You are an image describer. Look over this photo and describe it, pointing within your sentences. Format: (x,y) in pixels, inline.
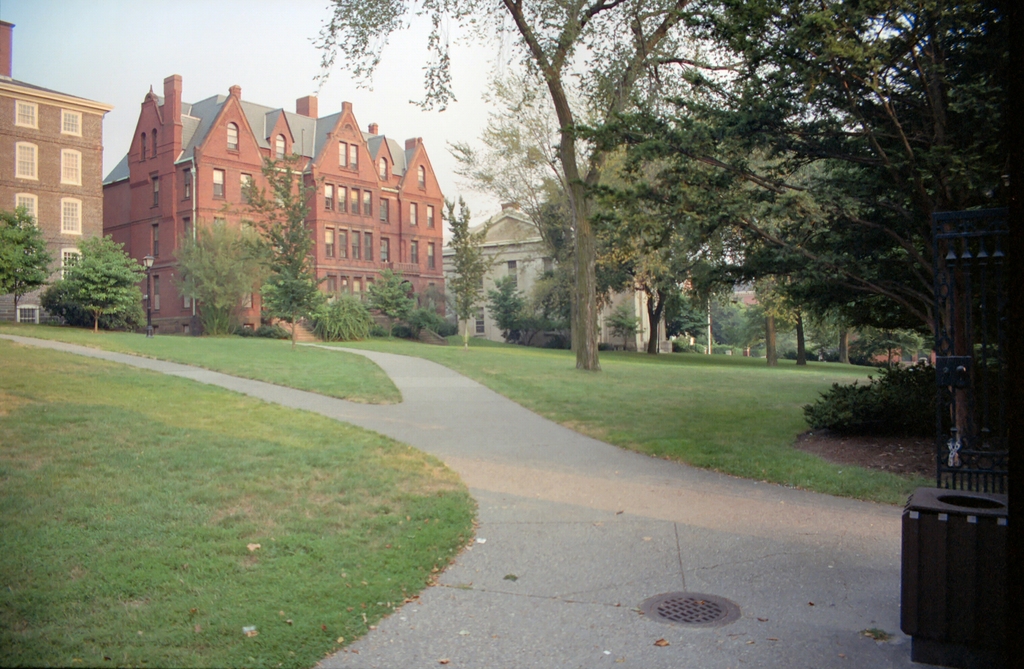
In this image we can see buildings (235,194), trees (252,189), road (505,475), grass (634,408), plants (872,364) and sky (201,43).
